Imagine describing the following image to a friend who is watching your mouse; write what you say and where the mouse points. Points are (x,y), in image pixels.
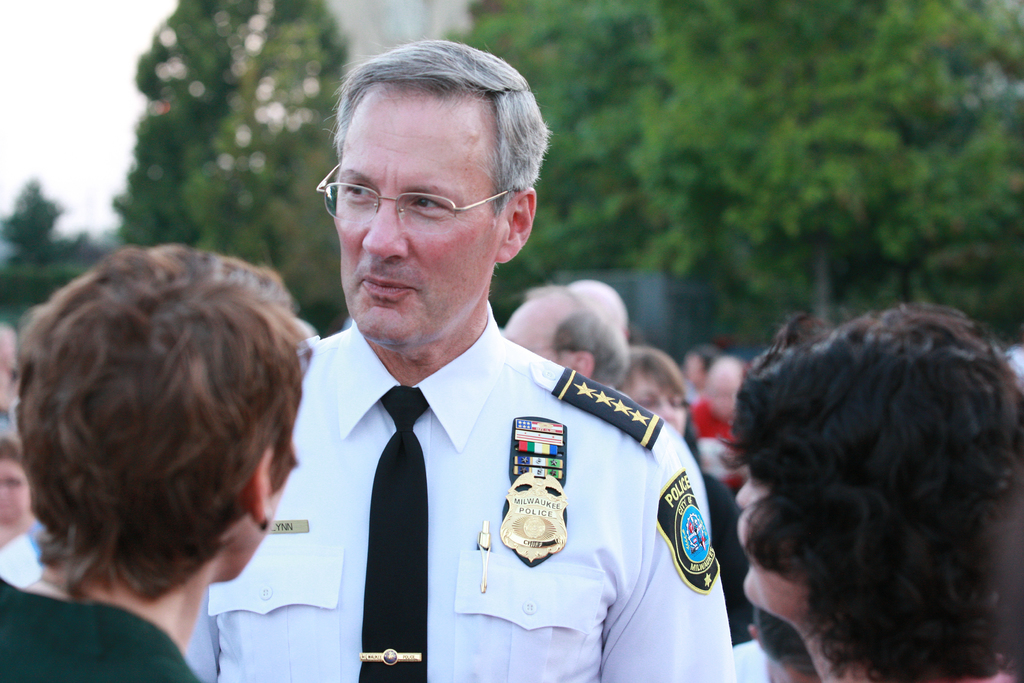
In this image there is a person (472,297) standing and looking to the left side of the image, in front of him there are two persons (800,567) standing and looking at him, behind him there are a few more people (580,334). In the background (573,79) there are trees (650,79).
